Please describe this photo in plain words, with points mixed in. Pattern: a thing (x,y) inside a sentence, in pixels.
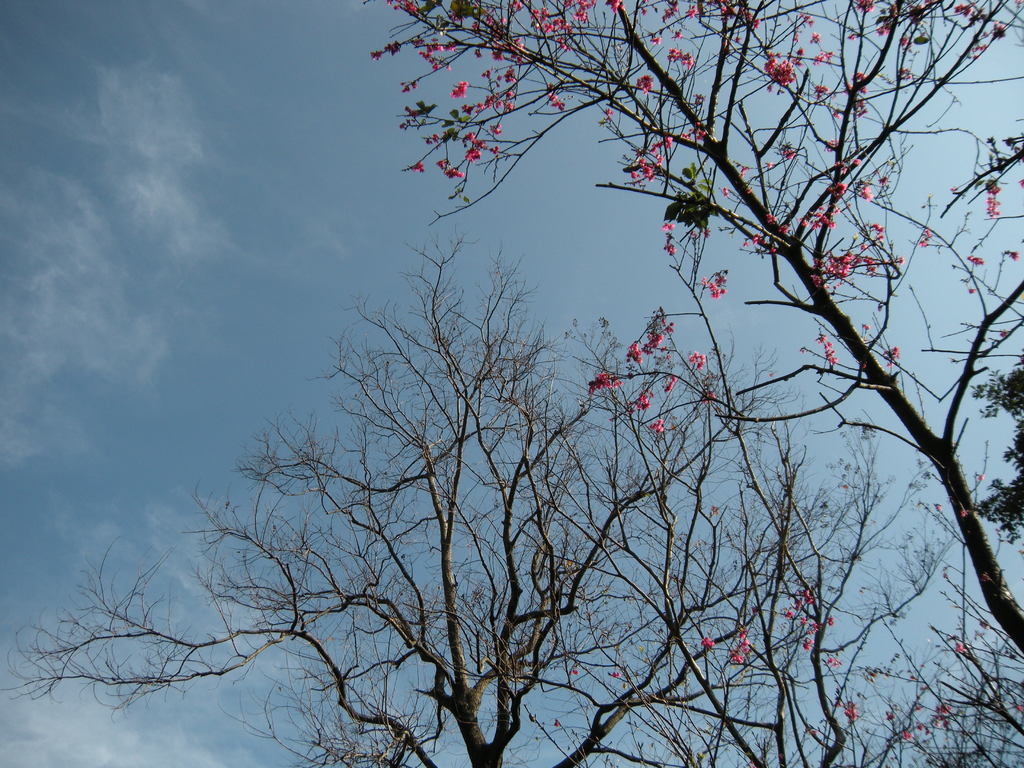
In this picture, we see the trees (817,623). On the right side (892,385), we see a tree (605,28) which has flowers (670,52). These flowers (690,63) are in pink color. At the top (201,204), we see the sky (225,255), which is blue in color.
